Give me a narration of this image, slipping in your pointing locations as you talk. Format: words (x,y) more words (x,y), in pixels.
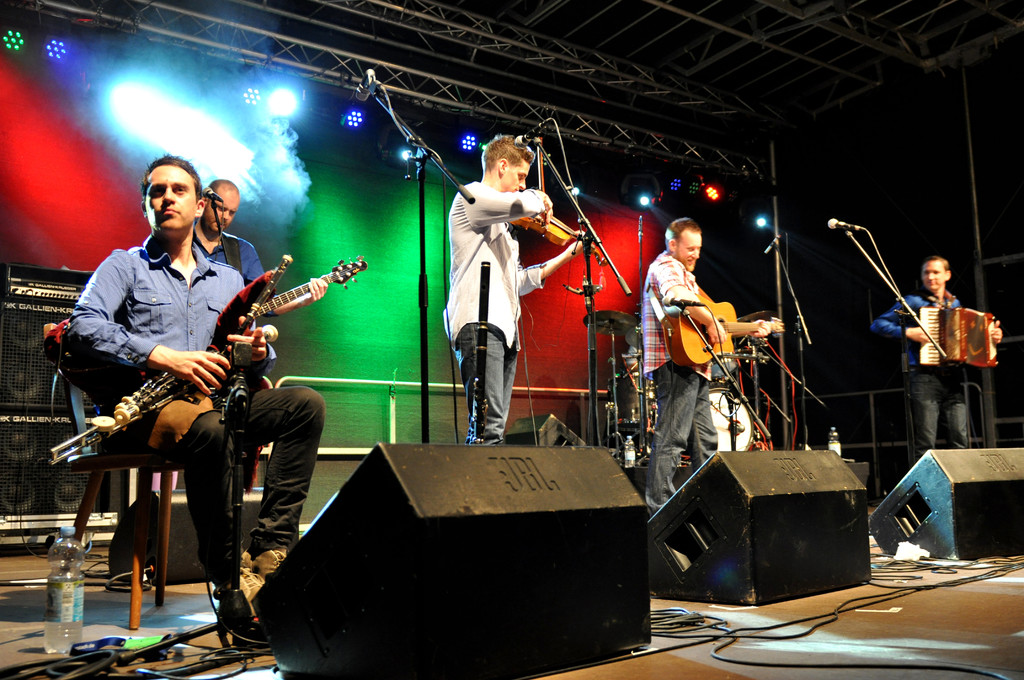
These two persons (696,399) are playing musical instruments (540,229) in-front of mic (584,222). This man (941,275) is also playing a musical instrument (927,317). On top (357,118) there are focusing lights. This person (208,311) is sitting and playing a musical instrument (144,387). These are speakers (21,417). On floor (123,636) there is a bottle (58,636) and cables (198,662).
